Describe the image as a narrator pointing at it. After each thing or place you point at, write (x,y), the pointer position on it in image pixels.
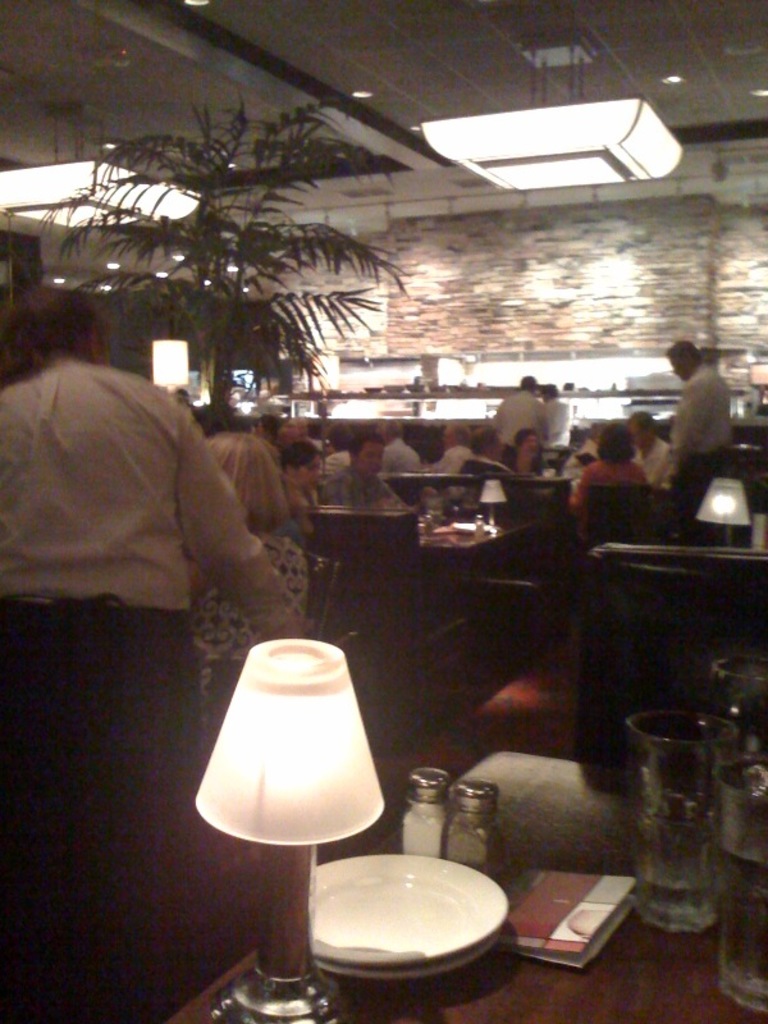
This image is clicked inside restaurant (567,662), there are many people (481,470) sitting around tables (539,1001) and some people (684,432) standing, in the front (389,964) there is a lamp (288,701), plate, glasses (755,879), jug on the table (498,859), over the ceiling (485,84) there are lights (664,133) with a tree (243,319) on the left side (243,319).
